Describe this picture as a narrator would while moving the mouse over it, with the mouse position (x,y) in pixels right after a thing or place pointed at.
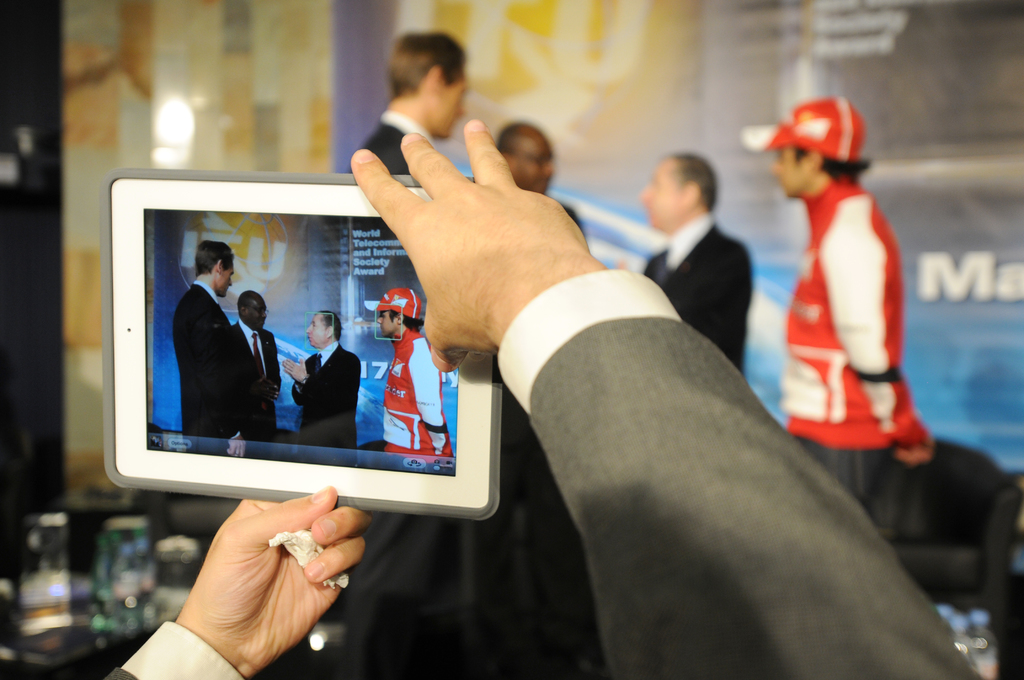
In the middle of the image (598,430) a person (354,524) is holding a tab (340,487) in the hands (252,606) and clicking pictures. In the background (685,117) there is a banner (620,88) with a text (634,30) on it and four men (845,433) are standing. On the right side of the image (954,517) there is a chair (949,540).
